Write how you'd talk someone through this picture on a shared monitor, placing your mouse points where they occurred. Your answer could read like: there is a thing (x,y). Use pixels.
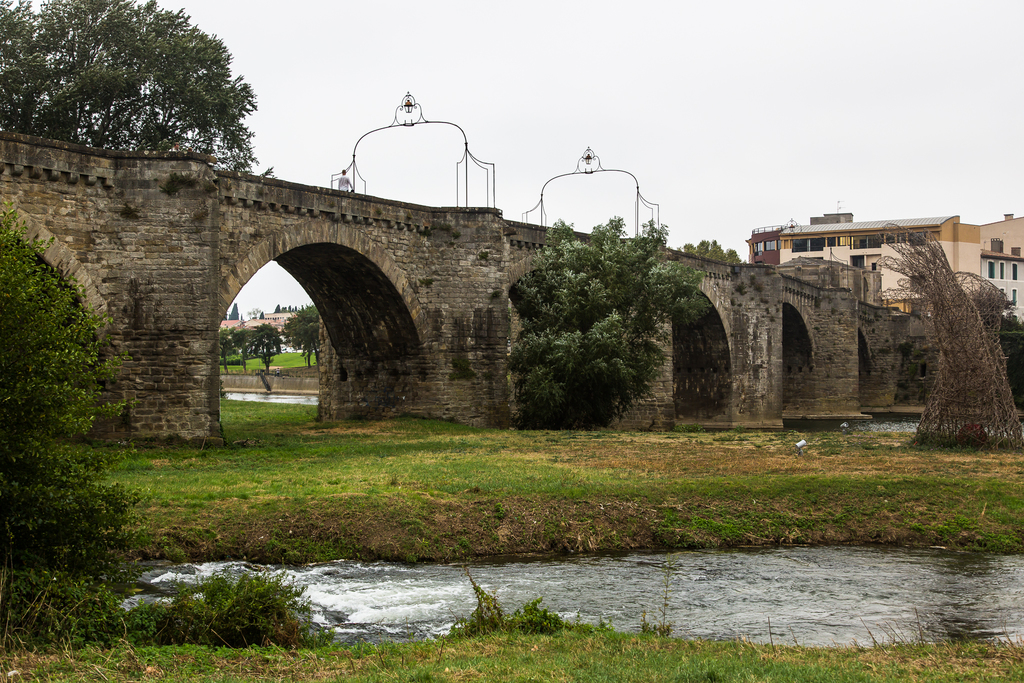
In the center of the image (379,337) there is a bridge (368,327) and tree (578,360). On the bridge (578,236) there are lights (541,215). At the bottom (909,479) we can see water (708,606) and grass (680,515). On the right side (860,262) there is a building (874,263). On the left (85,15) we can see trees (89,478). In the background (617,76) there are buildings (288,318), trees (287,331), sky (744,123).
